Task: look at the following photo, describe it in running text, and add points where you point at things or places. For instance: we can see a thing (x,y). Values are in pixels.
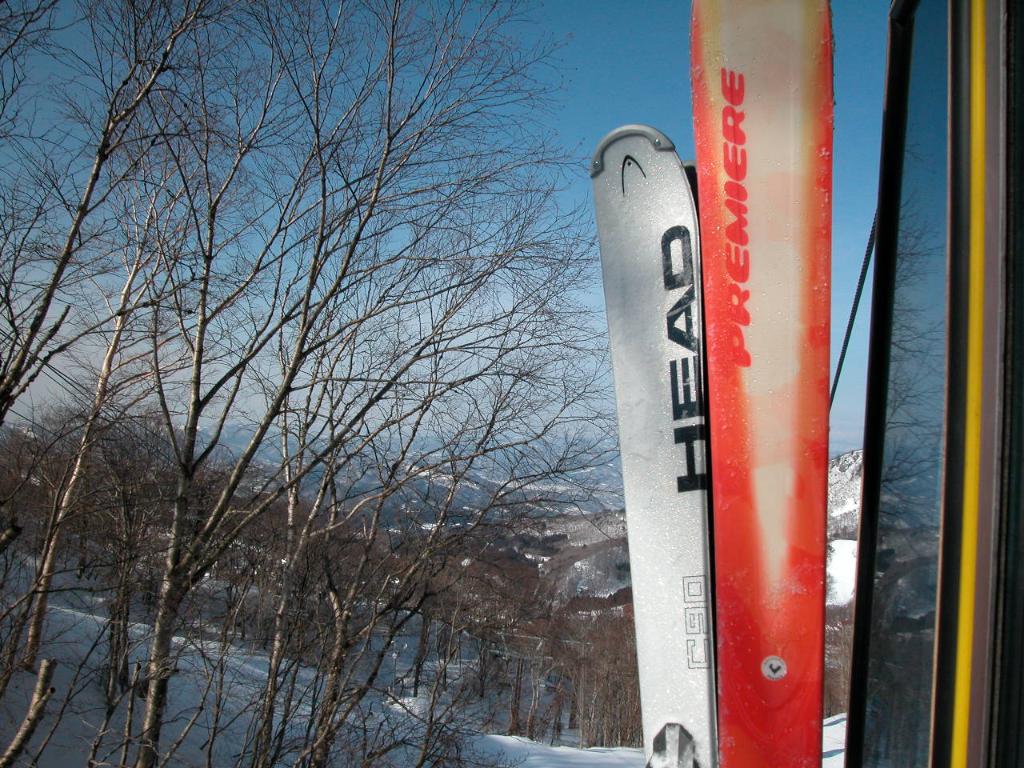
This image is taken outdoors. At the top of the image (549,58) there is the sky (567,60). On the right side of the image (732,591) there are two skis (781,277). On the left side of the image (138,337) there are many trees (165,494) with stems (153,713) and branches (234,610). At the bottom of the image (525,747) there is snow (550,745). In the background (569,544) there are a few hills (518,527) covered with snow (836,568).
